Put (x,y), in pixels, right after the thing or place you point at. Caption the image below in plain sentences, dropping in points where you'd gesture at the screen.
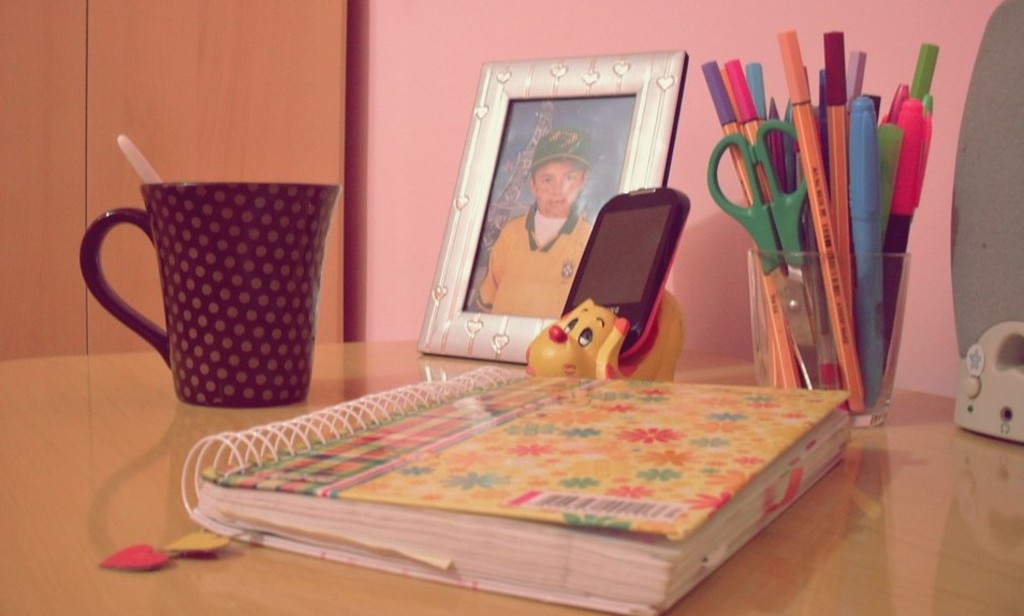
In this image i can see a book (433,464), a purple color mug (266,293), a frame (475,228), few colored pens (829,172) and scissor (784,213) in a cup (796,258) on the table (898,471), there is a boy (539,258) wearing yellow shirt (535,280) and a green cap (546,141) in the frame (548,128), at the back ground (435,123) i can see a cupboard (147,59) and a pink wall (380,79).
